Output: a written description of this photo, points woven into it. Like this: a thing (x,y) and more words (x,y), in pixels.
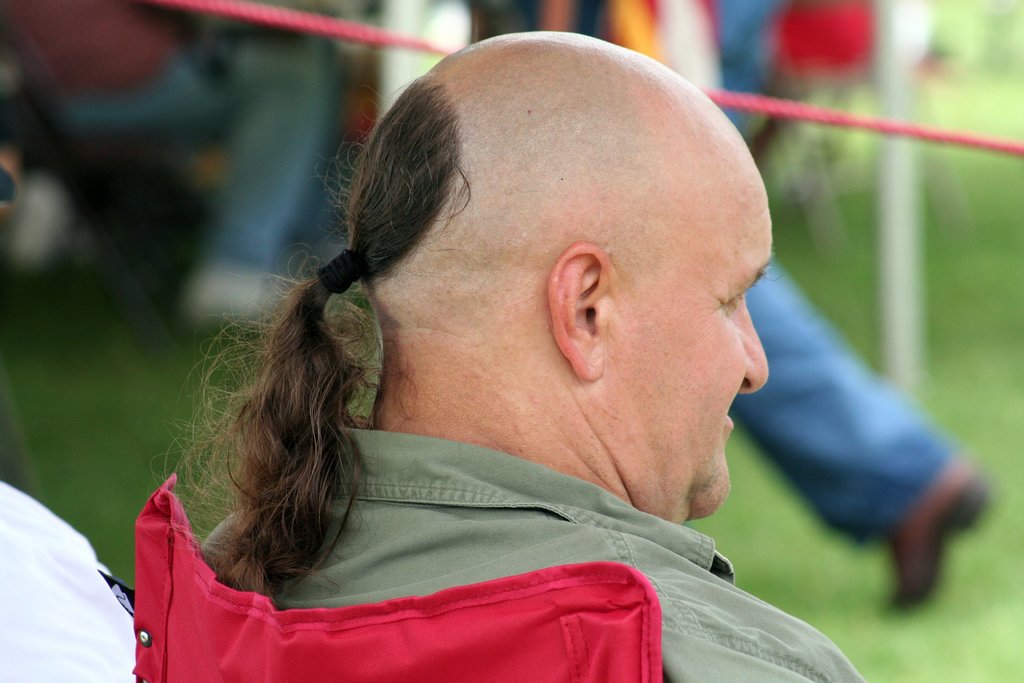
In this image we can see a person (776,629) with long hair (335,442) is sitting in a chair (279,664). In the background (963,609) we can see a person (957,482) standing in the ground (1007,427) and a person (224,106) sitting.
